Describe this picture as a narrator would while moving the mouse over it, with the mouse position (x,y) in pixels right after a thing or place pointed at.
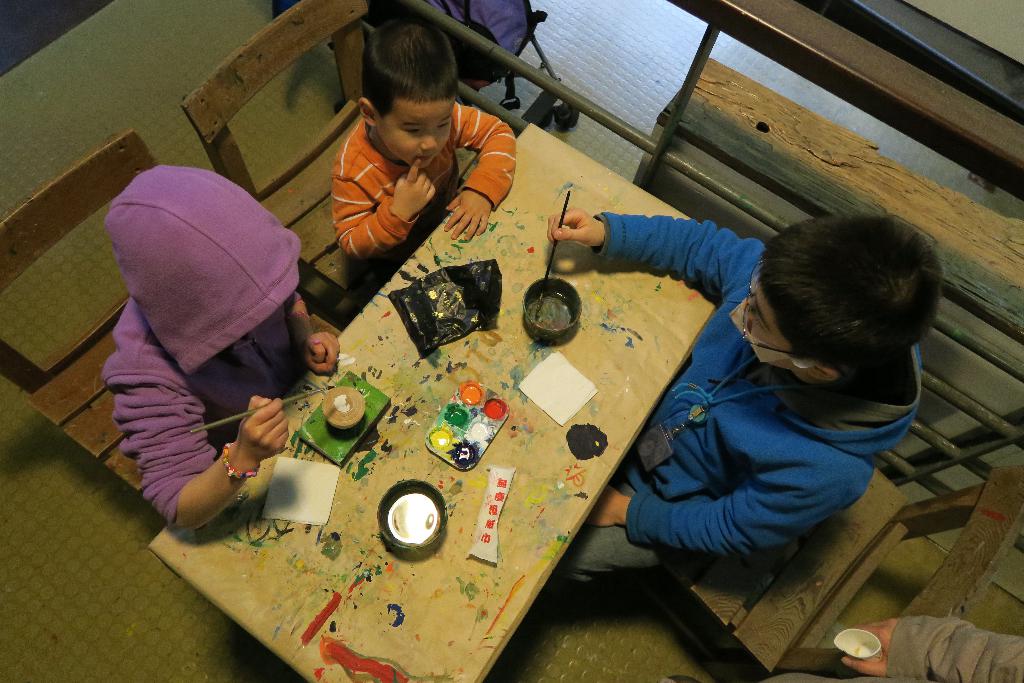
In this image I can see few children (698,443) wearing blue, orange and purple colored dresses (172,263) are sitting on chairs (291,193) in front of a table (527,499) and on the table (559,511) I can see few cups (432,499), few paints (461,428), few papers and few other objects (380,398). I can see they are holding paint brushes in their hands (598,216). To the right bottom of the image (995,678) I can see a hand (862,667) of a person (895,642).
